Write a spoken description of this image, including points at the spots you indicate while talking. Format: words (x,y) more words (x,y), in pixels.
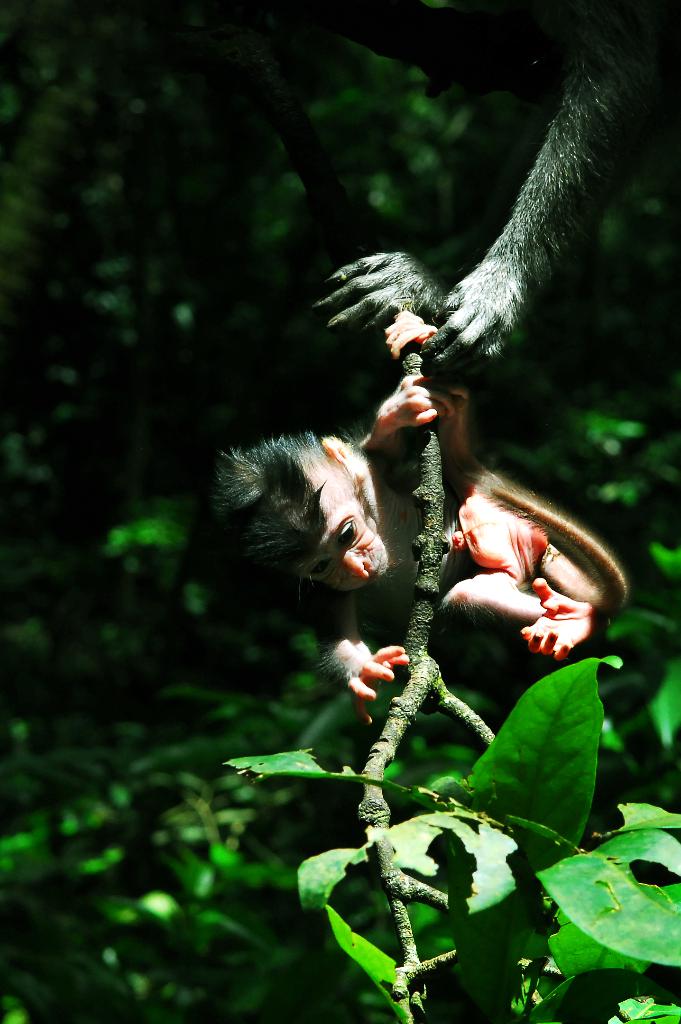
This image is taken outdoors. In this image there is a tree (464,878) and in the middle of the image (350,656) there is a monkey (477,573) holding a branch (400,726).
